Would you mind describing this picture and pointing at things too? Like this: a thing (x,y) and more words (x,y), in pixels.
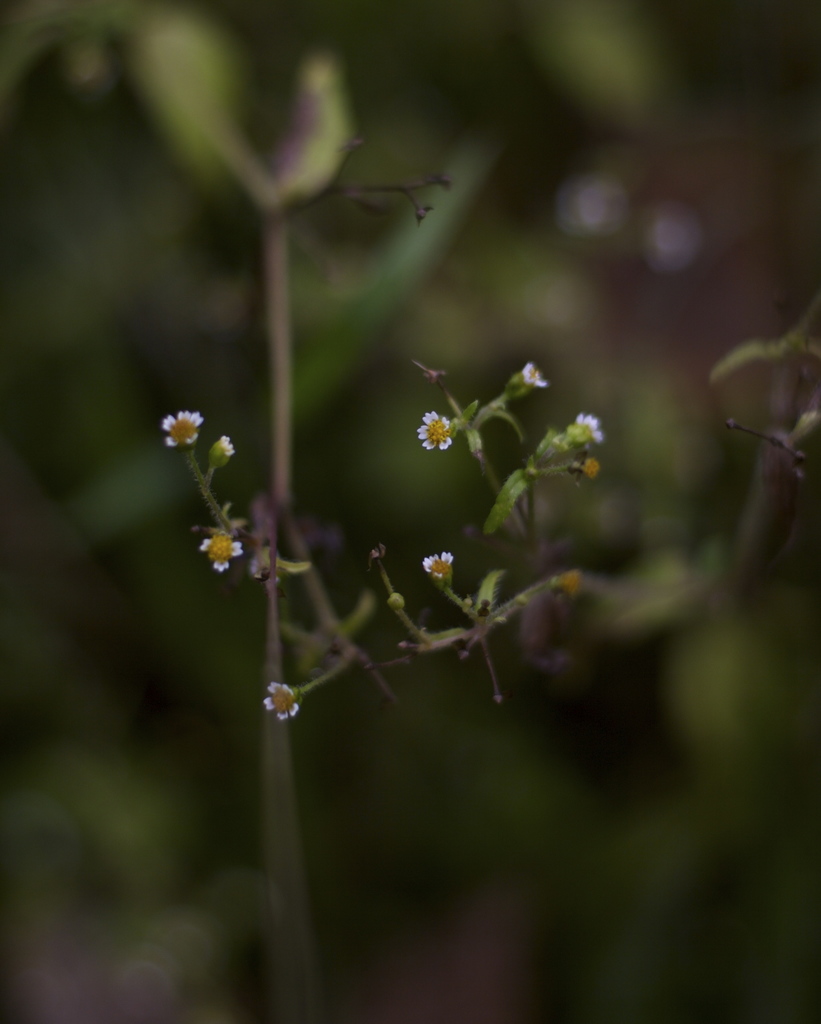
As we can see in the image there are plants (541,652) and flowers (430,426). The image is blurred.
